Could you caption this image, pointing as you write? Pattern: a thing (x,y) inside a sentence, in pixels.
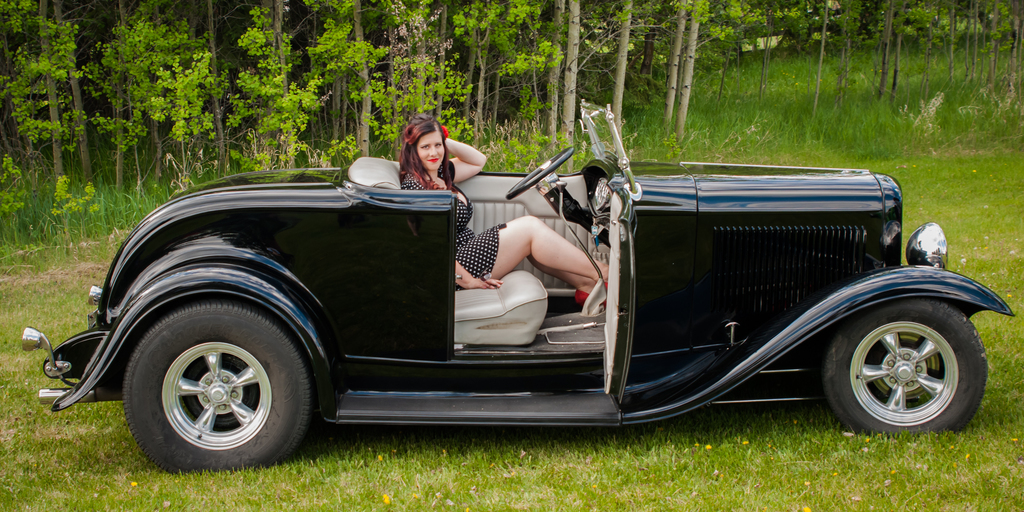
This image consists of a car (605,366) and trees (918,24) on the backside (54,27). There is grass (911,221) in this image in the bottom (829,484). There is a woman (455,177) sitting in this car (606,198). This car (610,217) has Tyres (150,401), tail light (65,363), headlight (920,250), steering (552,208). She is wearing black color dress (479,242).
